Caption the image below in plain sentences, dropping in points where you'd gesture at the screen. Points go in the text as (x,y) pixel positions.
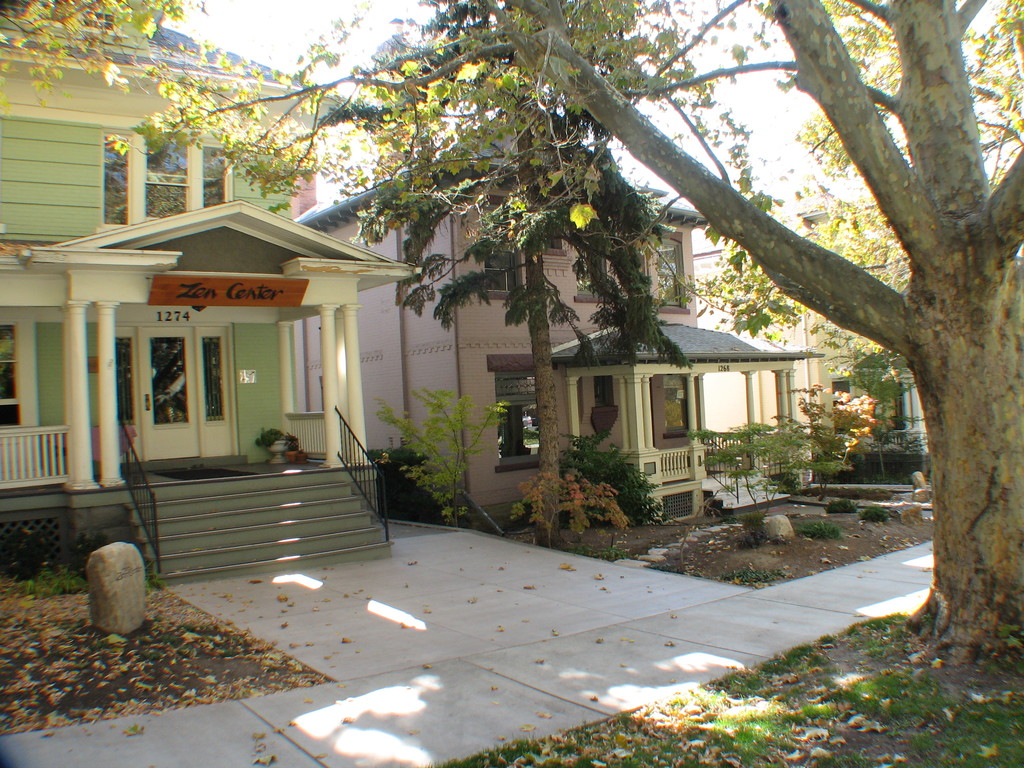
In this image we can see buildings (377,354) with windows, doors (198,332), pillars (333,323) and steps (262,496) with railings (313,435). Also there are plants (644,504). On the ground (220,662) there are leaves (742,709) and grass (835,743). And there are trees (856,363).
